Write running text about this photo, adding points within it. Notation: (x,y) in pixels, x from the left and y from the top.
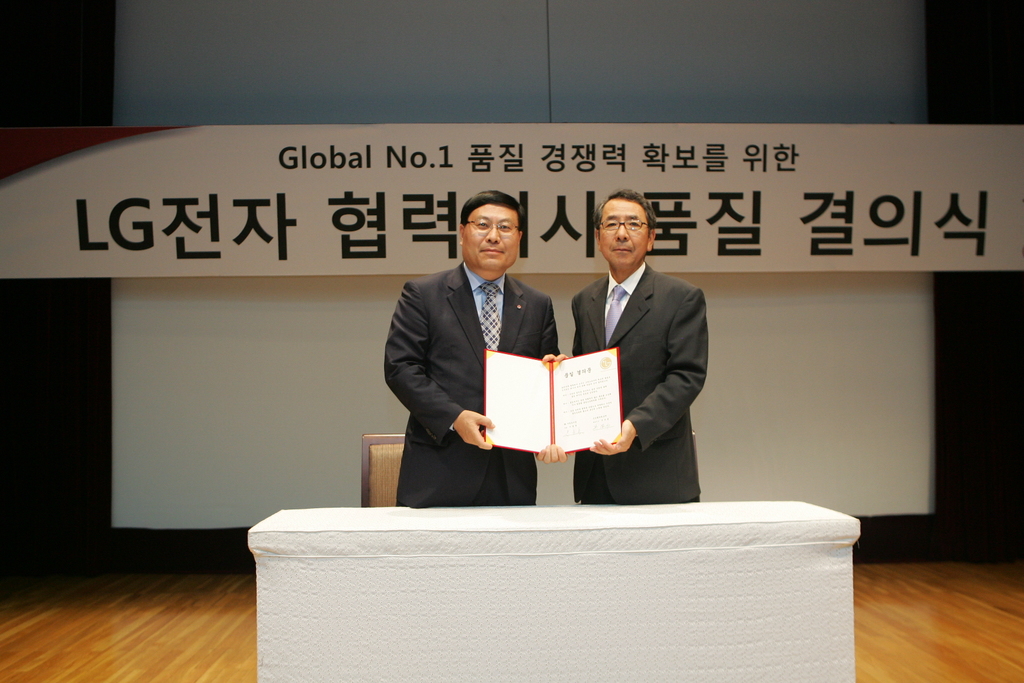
In this image we can see two men (471,238) are standing at the table (346,665) and holding an object (575,359) in their hands (460,418). In the background (354,493) we can see chair (369,486), floor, texts (262,207) written on a board (325,209) and an object (275,289).
